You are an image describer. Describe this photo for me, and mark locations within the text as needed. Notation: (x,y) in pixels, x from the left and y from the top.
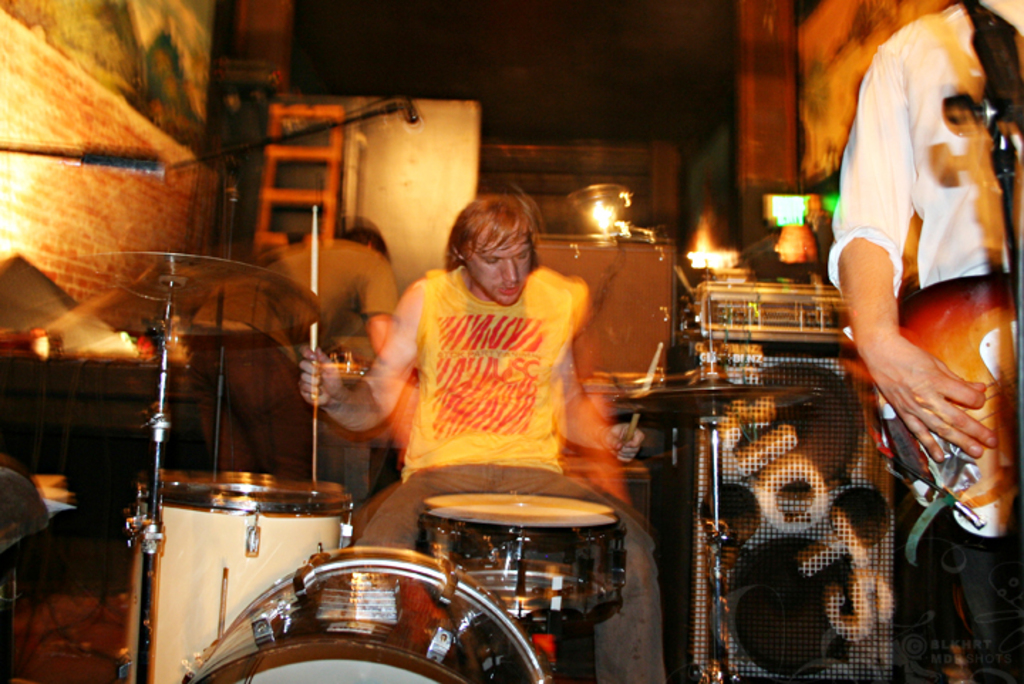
A man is sitting on the chair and beating the drums (474,532) and beside of him a man (856,256) who is playing with the guitar (984,326) and standing. Here there is a light (614,225). If you observe at left side of an image (70,185) there is a wall (65,192).
